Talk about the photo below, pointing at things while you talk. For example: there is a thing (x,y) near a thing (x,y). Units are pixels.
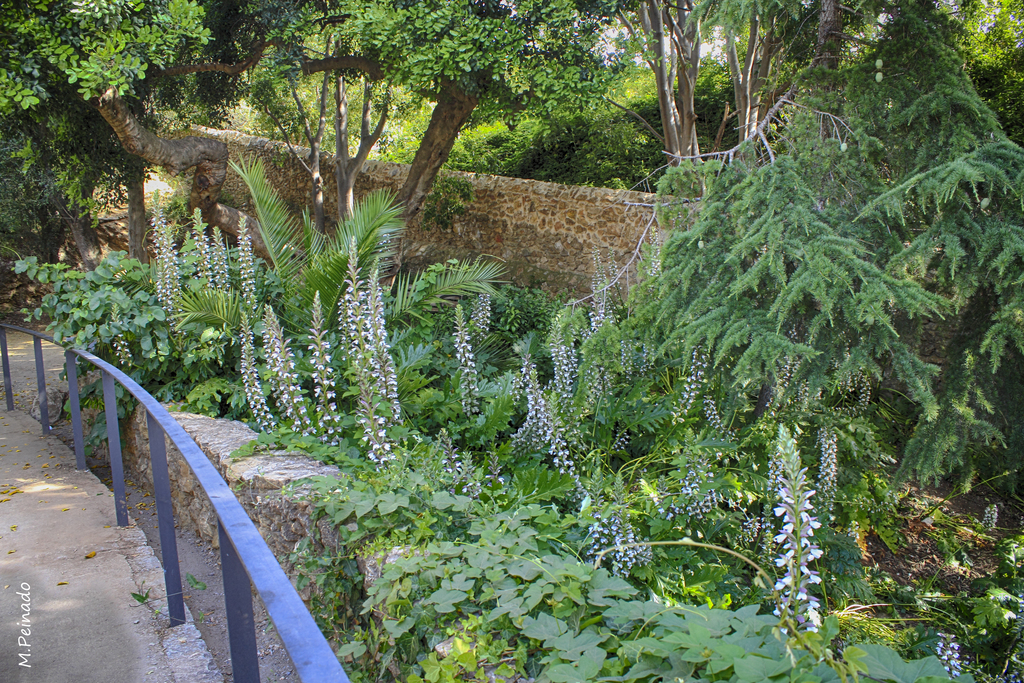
This image is taken outdoors. On the left side of the image (80,577) there is a road (68,582) and there is a railing (167,533). In the middle of the image (603,229) there is a wall (525,222) and there are many trees (67,118) and plants (776,609) on the ground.
